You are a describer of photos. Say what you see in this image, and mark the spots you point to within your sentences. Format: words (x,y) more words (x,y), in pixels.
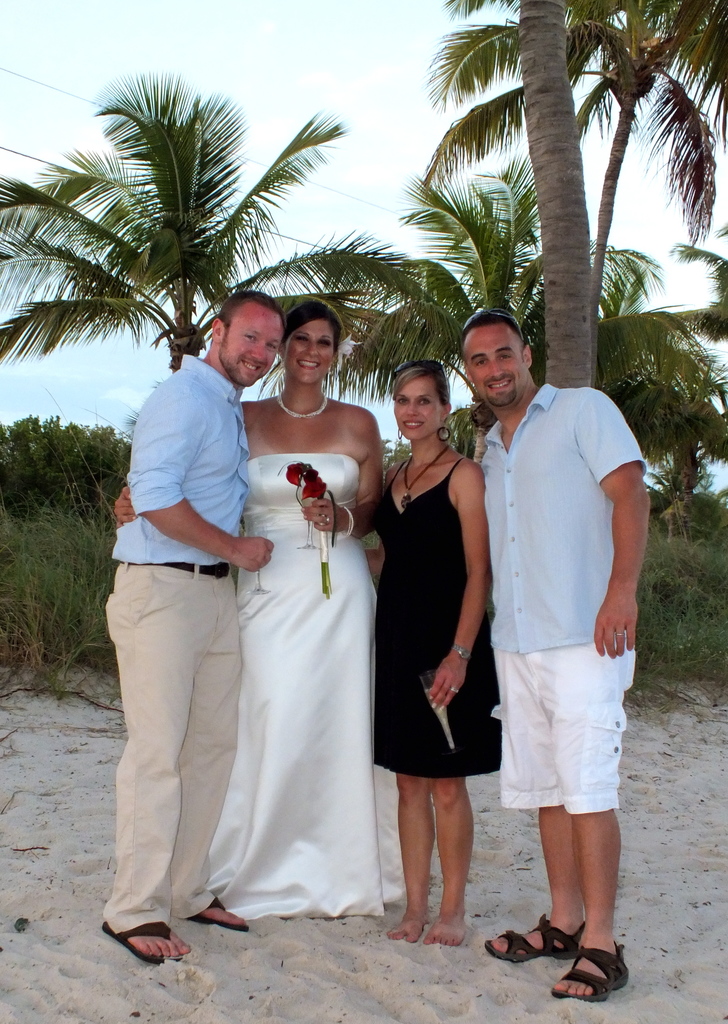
There are people (240,462) standing and smiling, she is holding flowers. We can see sand (35,754). In the background (91,515) we can see trees (103,449), grass (91,515), plants (23,432) and sky (480,14).
